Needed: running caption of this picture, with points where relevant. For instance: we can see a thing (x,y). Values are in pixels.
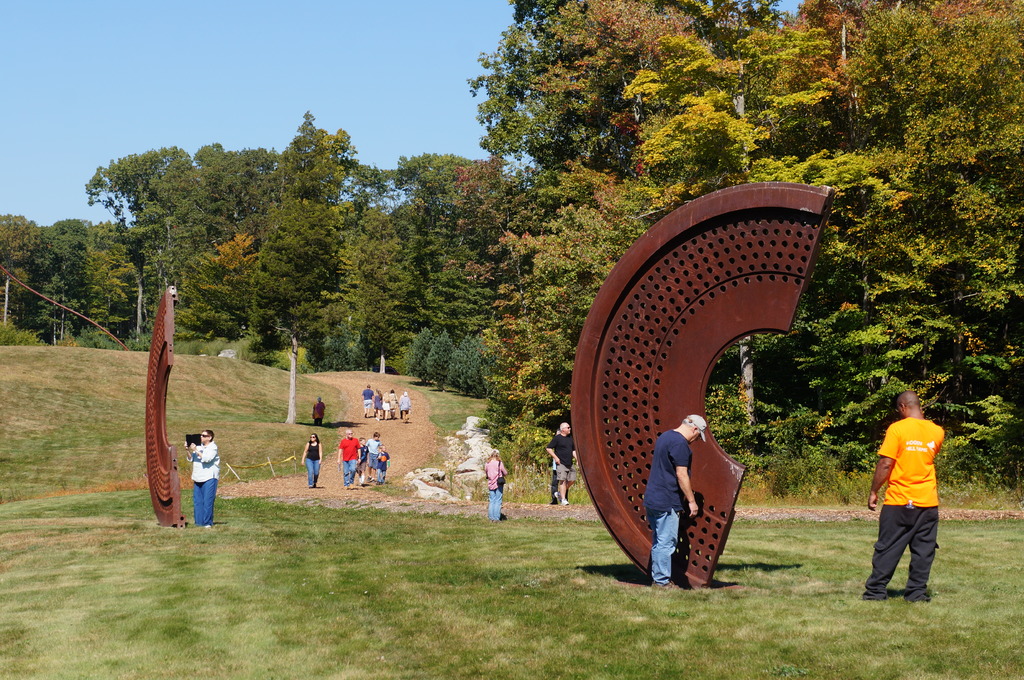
In this image we can see these people (901,409) are on the grass (139,455) also we can see brown color objects (171,365) on the ground (179,385). Here we can see these people (564,478) are walking on the road (340,478), we can see trees (378,195) and the blue color sky (456,142) in the background (317,83).
